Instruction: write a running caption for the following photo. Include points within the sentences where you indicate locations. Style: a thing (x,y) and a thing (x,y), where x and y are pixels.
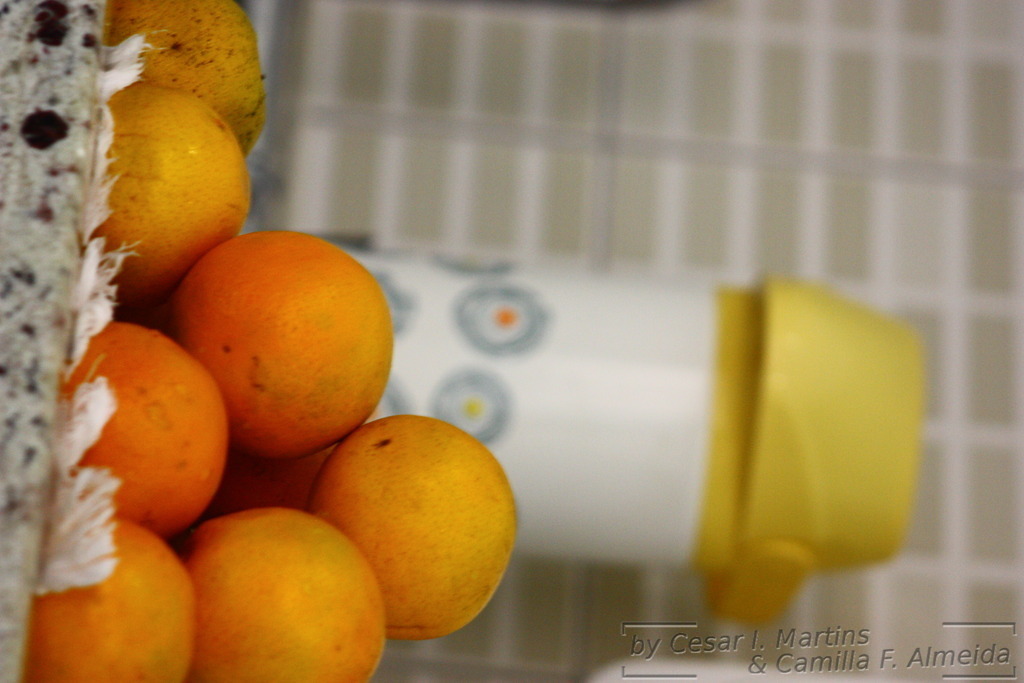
In this image we can see oranges (343,421) and a bottle (547,439). In the background (835,145) there is a wall (974,518).
